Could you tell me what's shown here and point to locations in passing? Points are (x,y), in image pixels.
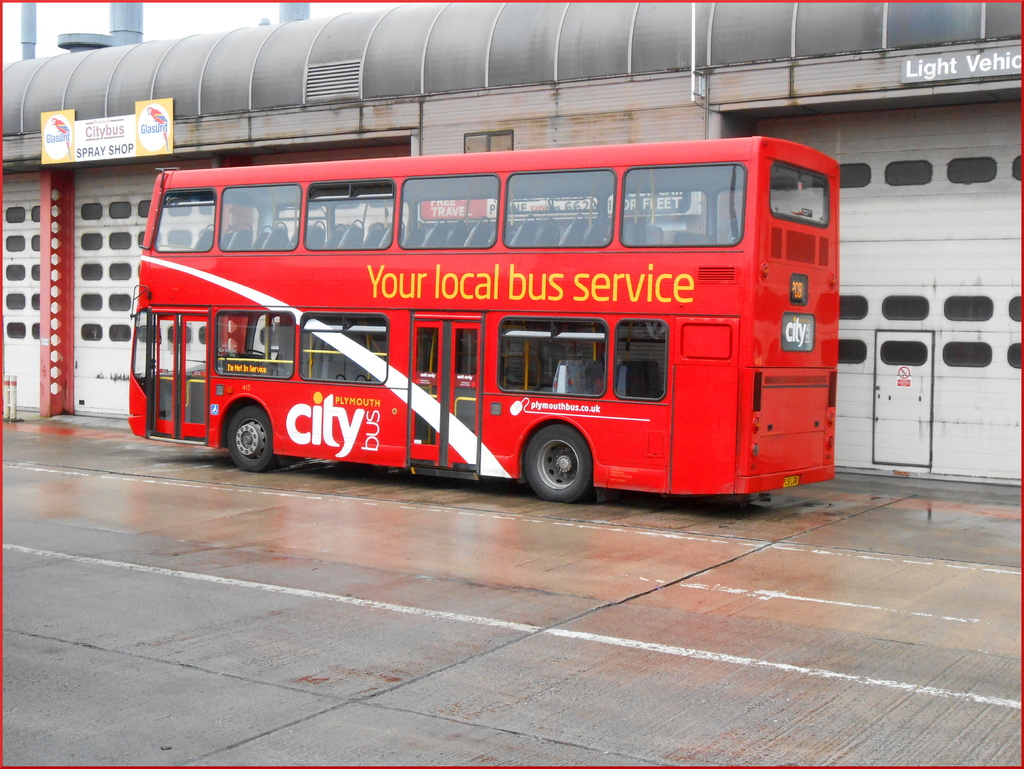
In this image we can see a vehicle (503,382) on the road (31,468), in the background (812,24), we can see a building (872,163), on the building (102,101), we can see the boards (99,124) with some text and images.
